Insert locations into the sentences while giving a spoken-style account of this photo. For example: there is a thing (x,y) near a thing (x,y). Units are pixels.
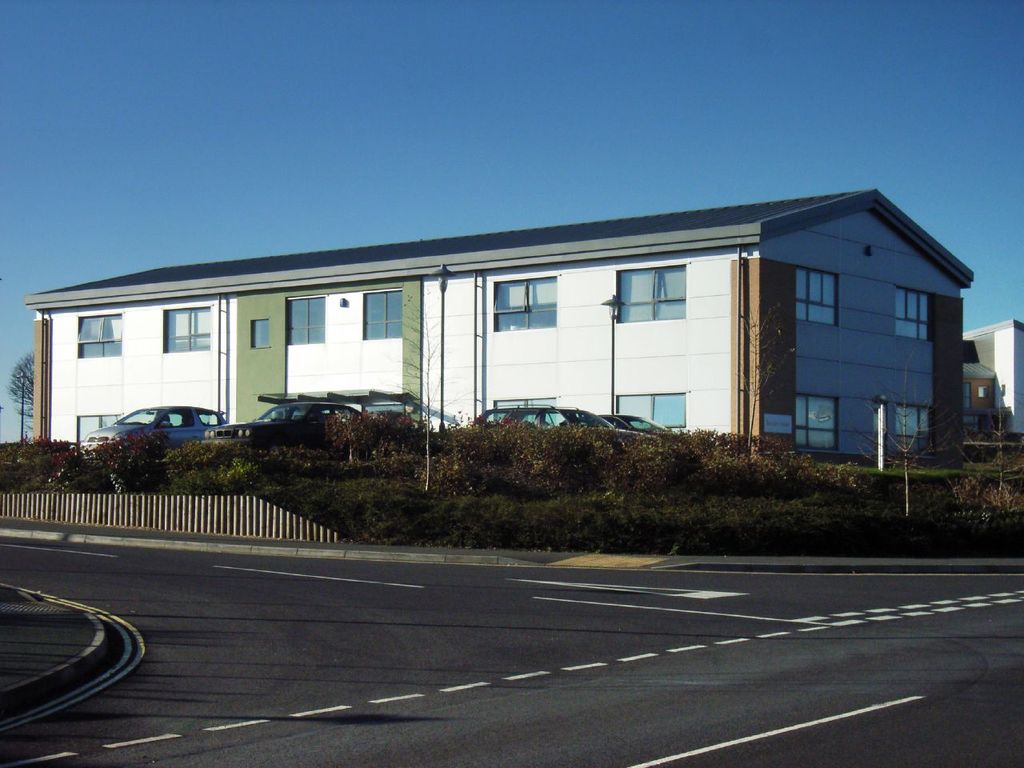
In this image, we can see the road (260,580), there are some plants (367,527), there are some cars (167,424), we can see the street lights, there is a building (539,393) and we can see some windows (384,319) on the building (744,274), at the top (567,11) there is a blue sky (304,62).
